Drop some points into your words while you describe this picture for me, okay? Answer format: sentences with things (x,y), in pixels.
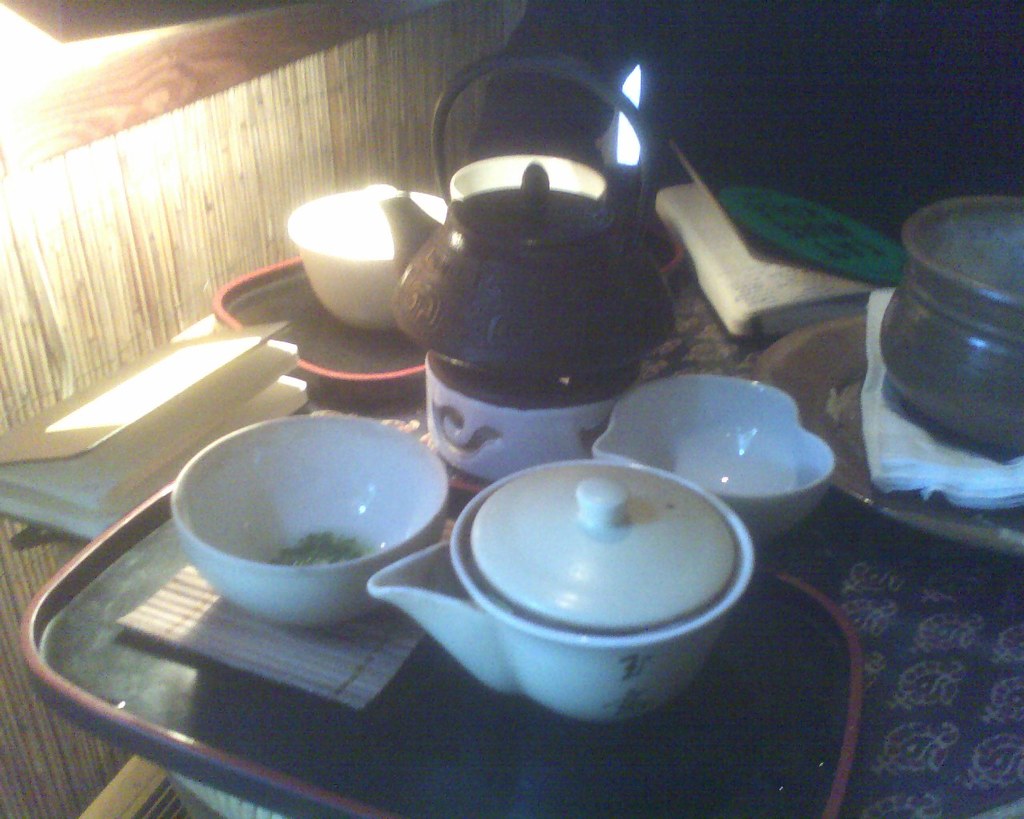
In this image we can see the table (811,537) and on the table (949,738) we can see the trays (848,736), bowls (396,209), tissues (901,441), books (63,437) and also some other objects (572,326). We can also see the lights (624,151) and also the wall (302,142).
